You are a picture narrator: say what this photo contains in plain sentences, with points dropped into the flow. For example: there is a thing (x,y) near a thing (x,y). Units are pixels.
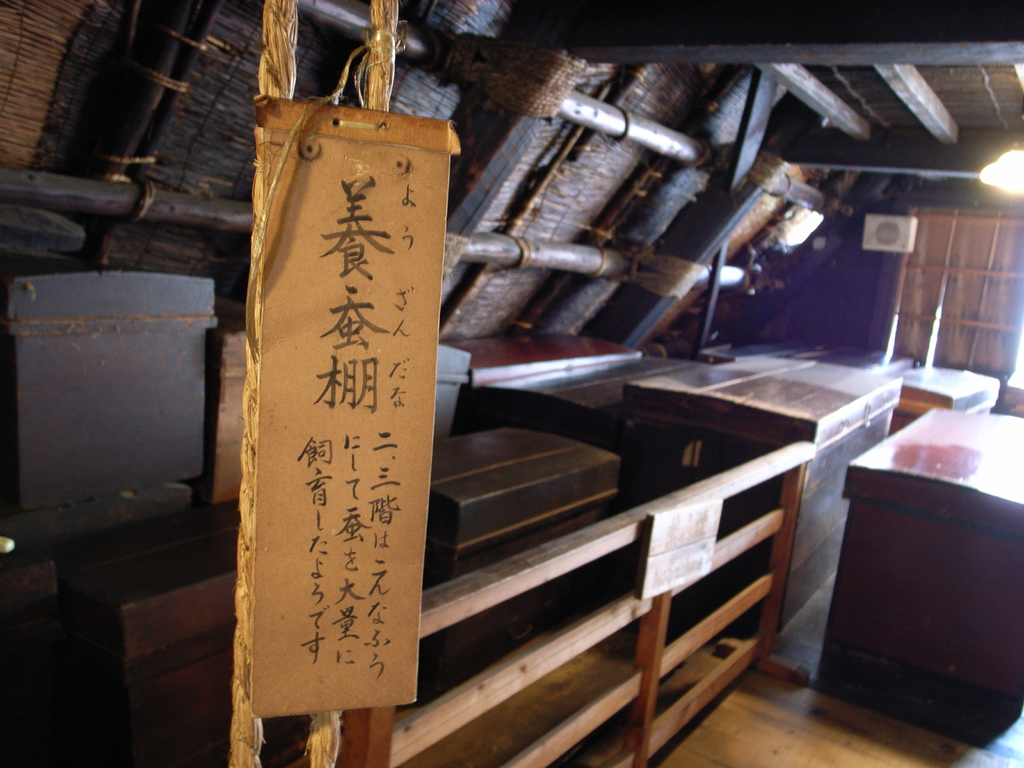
In this picture we can see a board (295,393), wooden boxes (830,481) on the floor (807,615), window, light (1007,181), wooden poles (927,177) and some objects (383,1).
